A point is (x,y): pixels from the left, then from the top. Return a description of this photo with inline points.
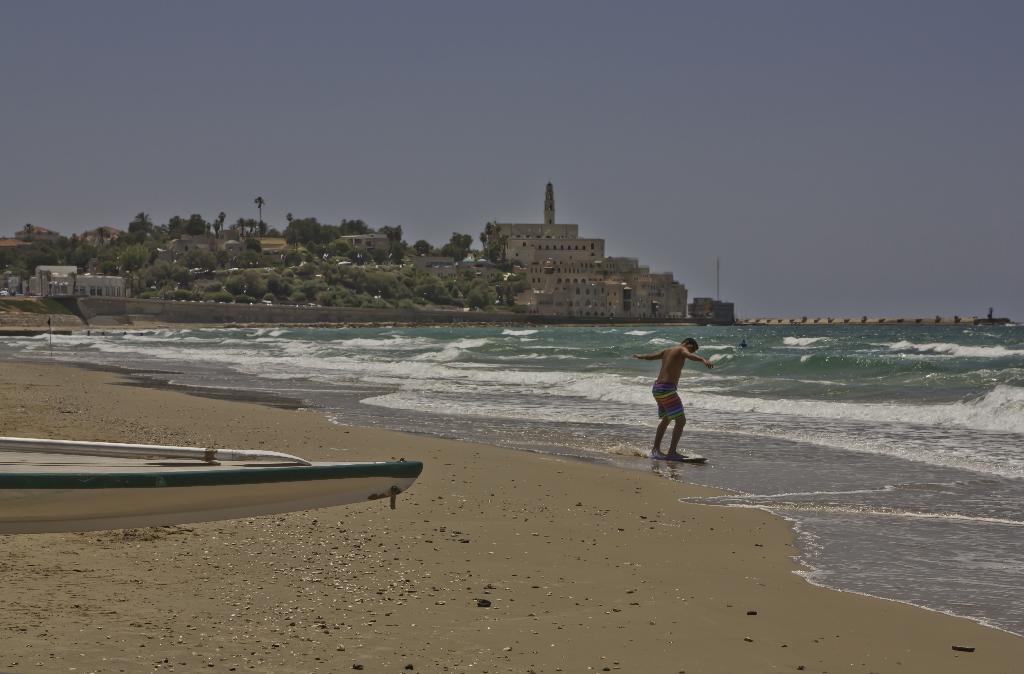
In this image we can see a person (660,395) is surfing on the surface of a sea (722,454). Behind buildings (473,272) and trees (230,281) are present. Bottom of the image (397,605) beach (397,605) is there.
